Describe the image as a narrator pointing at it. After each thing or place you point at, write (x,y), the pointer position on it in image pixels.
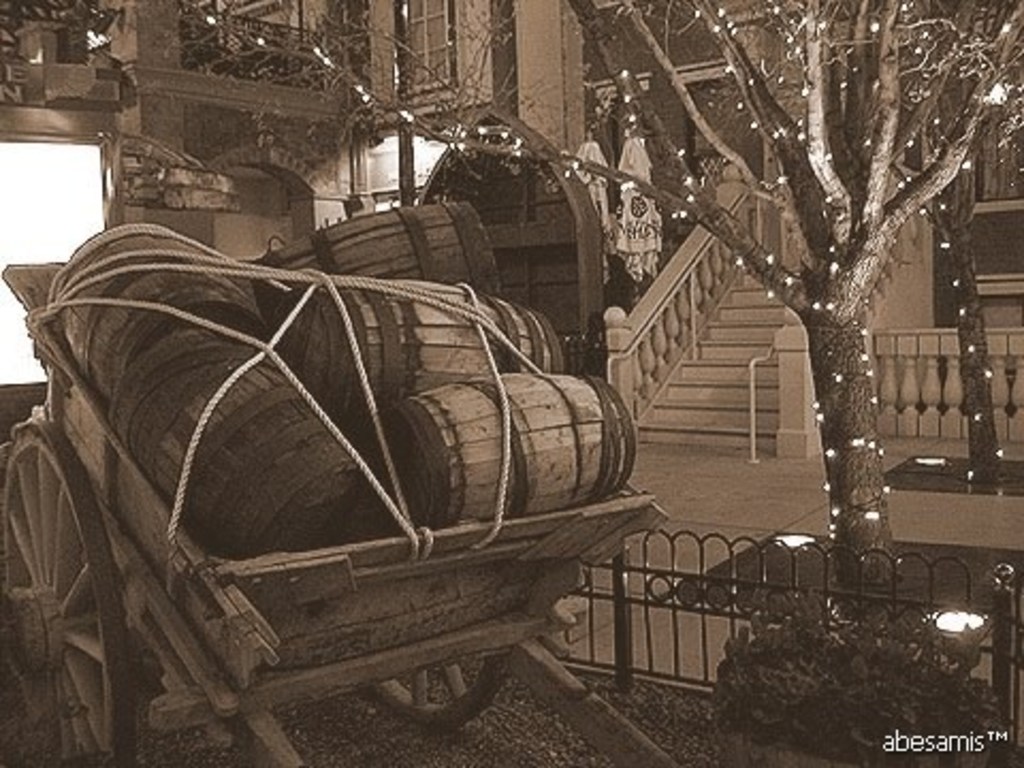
In this image there is a cart (228,590) having few wine drums (554,418) tied with rope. Beside there is a fence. Behind there is a tree (824,236) decorated with lights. Behind there is a staircase (781,392). Background there is building (55,131). Right bottom there is a plant (800,702).
